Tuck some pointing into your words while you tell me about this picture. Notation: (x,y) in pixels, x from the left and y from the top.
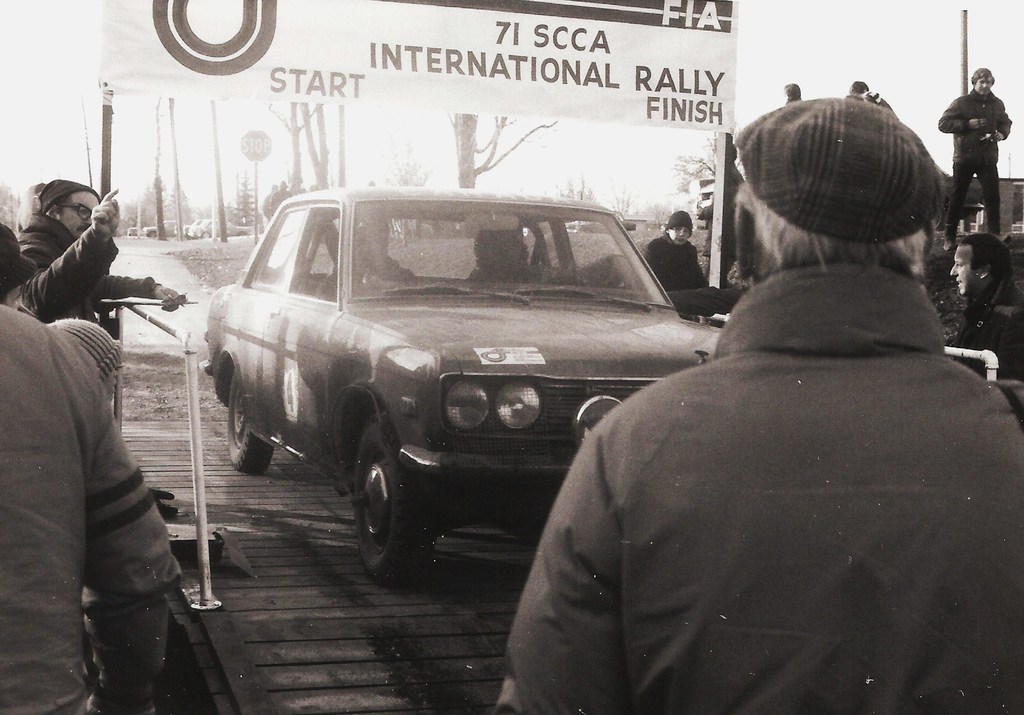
In the middle (681,365) it is a car (517,245), in the right side (730,483) a person (1018,705) is standing. This person (896,180) wore a cap (834,127), in the left side (100,447) few people (59,366) are standing.
